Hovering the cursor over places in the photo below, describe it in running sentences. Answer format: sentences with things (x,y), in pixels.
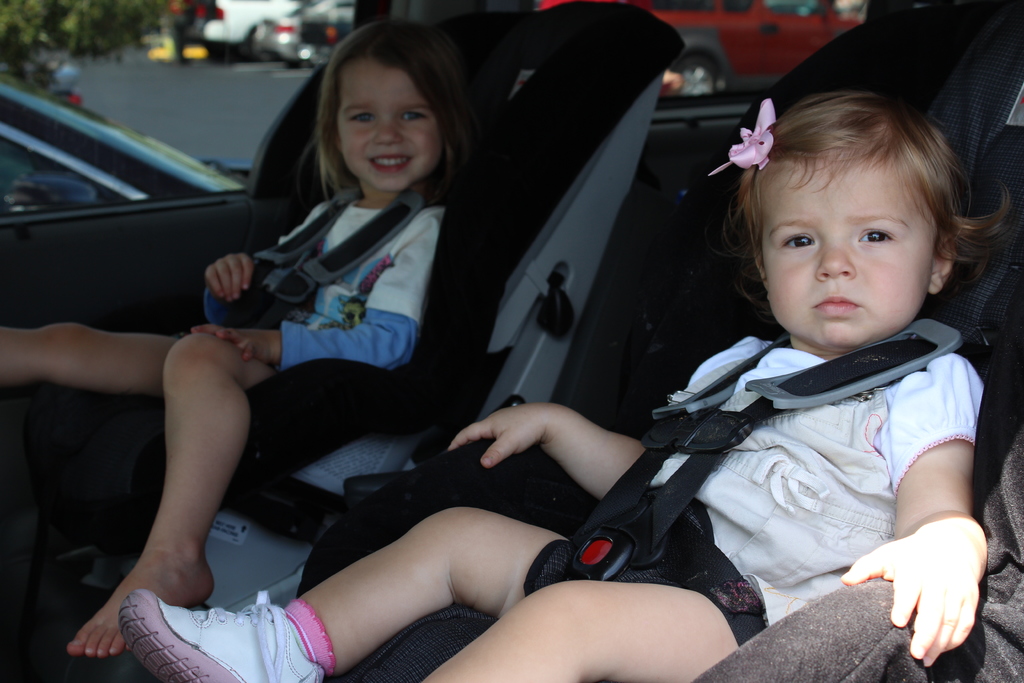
In this picture we can see two kids (572,444) are seated on the chair (492,280), in the background (299,46) we can see cars (295,59) and tree (128,31).
